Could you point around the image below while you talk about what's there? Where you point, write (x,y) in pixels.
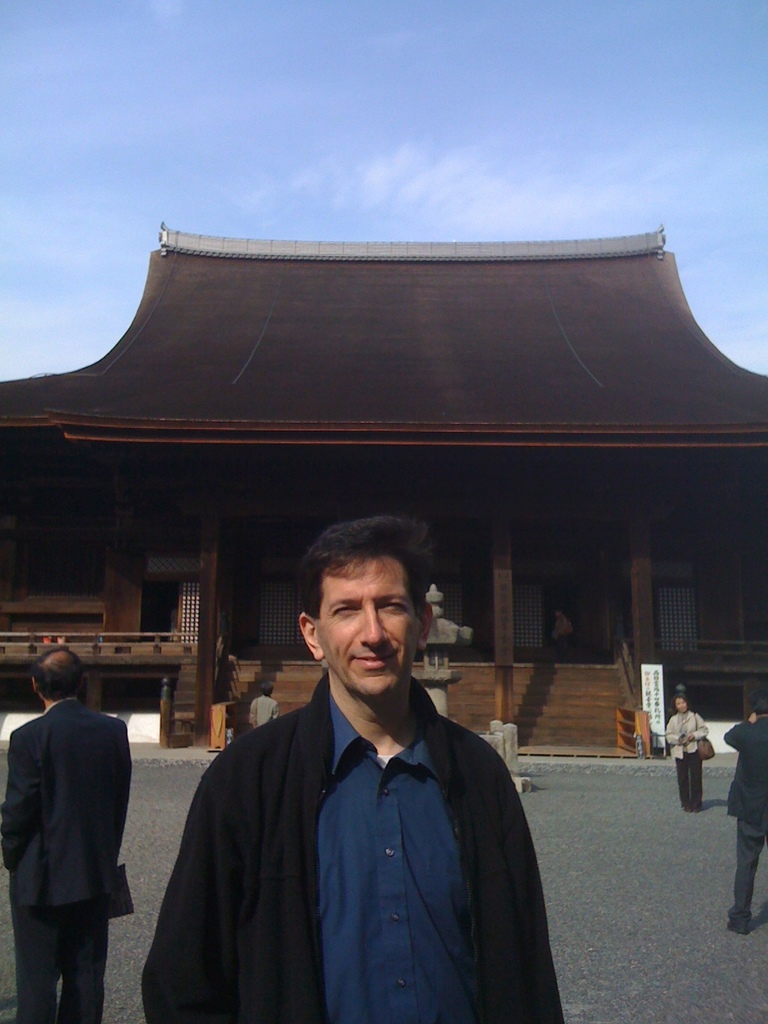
A man (373,869) is standing wearing blue shirt (366,874) and black coat (304,792). There are other people (34,830). There is a brown building (603,589) at the back (603,603) which has fence (166,634) and pillars (207,539).
